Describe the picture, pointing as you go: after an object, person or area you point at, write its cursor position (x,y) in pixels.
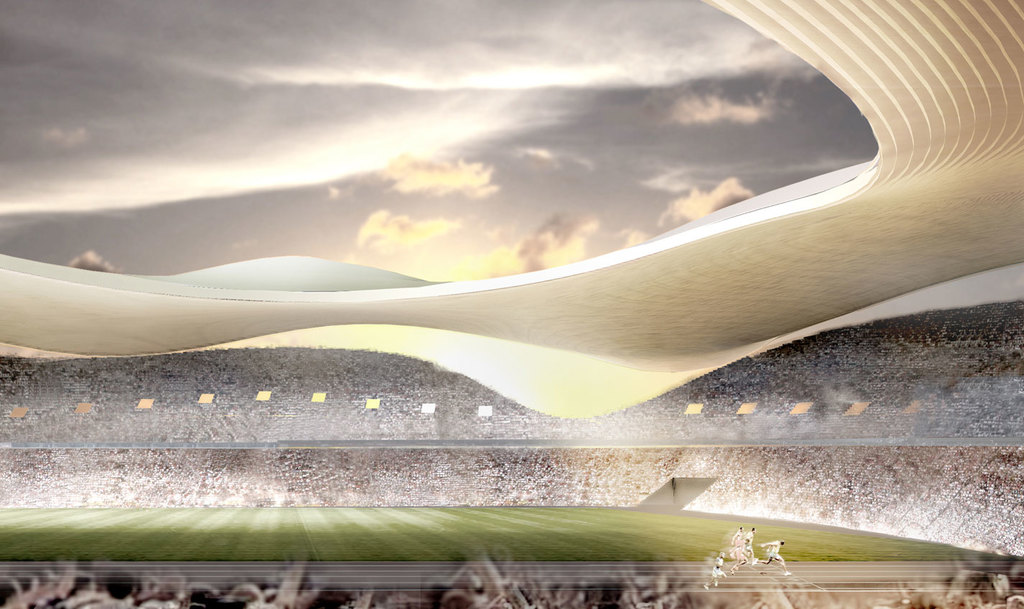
In this image, we can see the stadium (774,513). There are a few people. We can see the ground (528,540) covered with grass (571,540). We can also see a white colored object (891,201) on the top (908,111). We can see the sky (126,58) with clouds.
